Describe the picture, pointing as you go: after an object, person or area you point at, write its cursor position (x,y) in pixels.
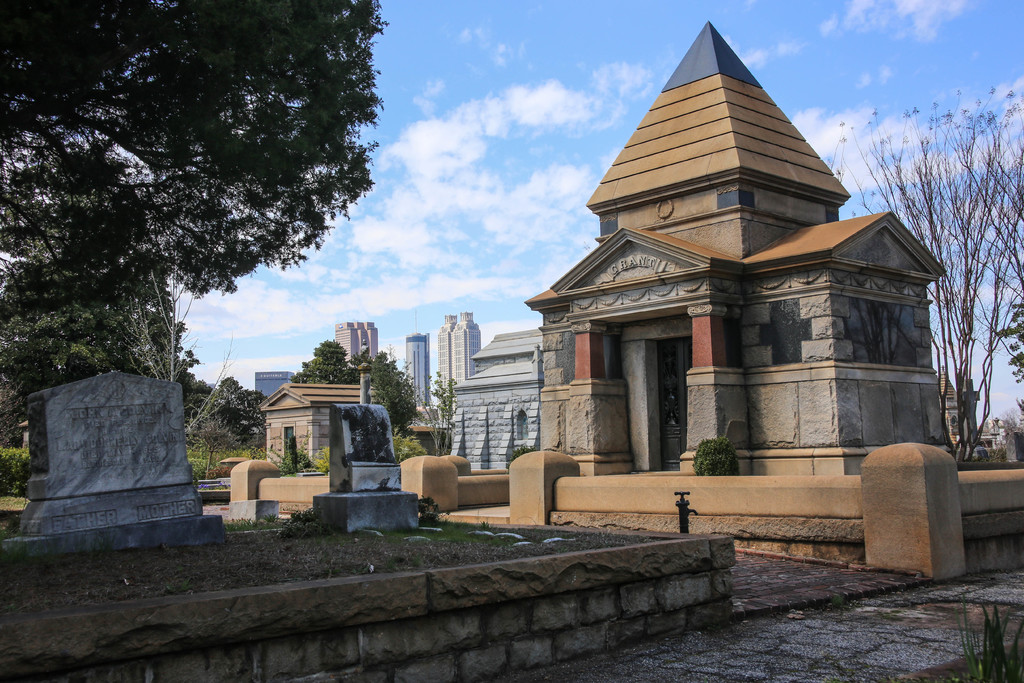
In the center of the image (545,353) there is a monument (552,341). In the background of the image (451,350) there are buildings (375,349). There are trees (147,231).
